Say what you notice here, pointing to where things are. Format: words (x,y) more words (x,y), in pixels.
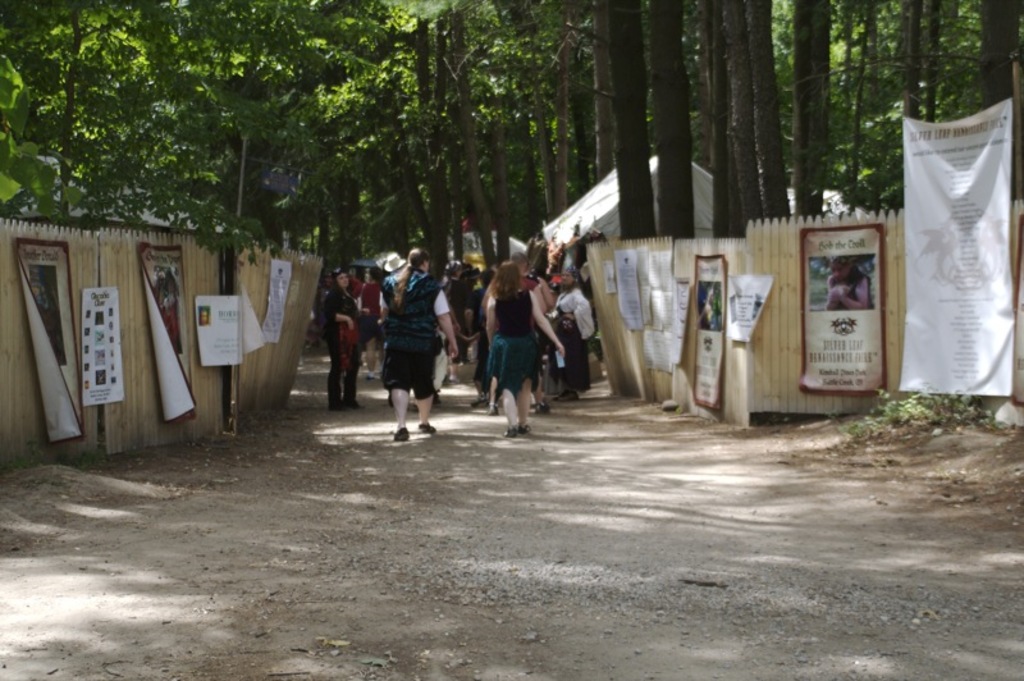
In this image we can see a group of people (517,380) standing on the ground (546,536). We can also see some stones (532,560), plants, some banners (176,399) on the fence (744,412), a tent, a pole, the bark (635,205) of the trees (736,162) and a group of trees (375,159).
